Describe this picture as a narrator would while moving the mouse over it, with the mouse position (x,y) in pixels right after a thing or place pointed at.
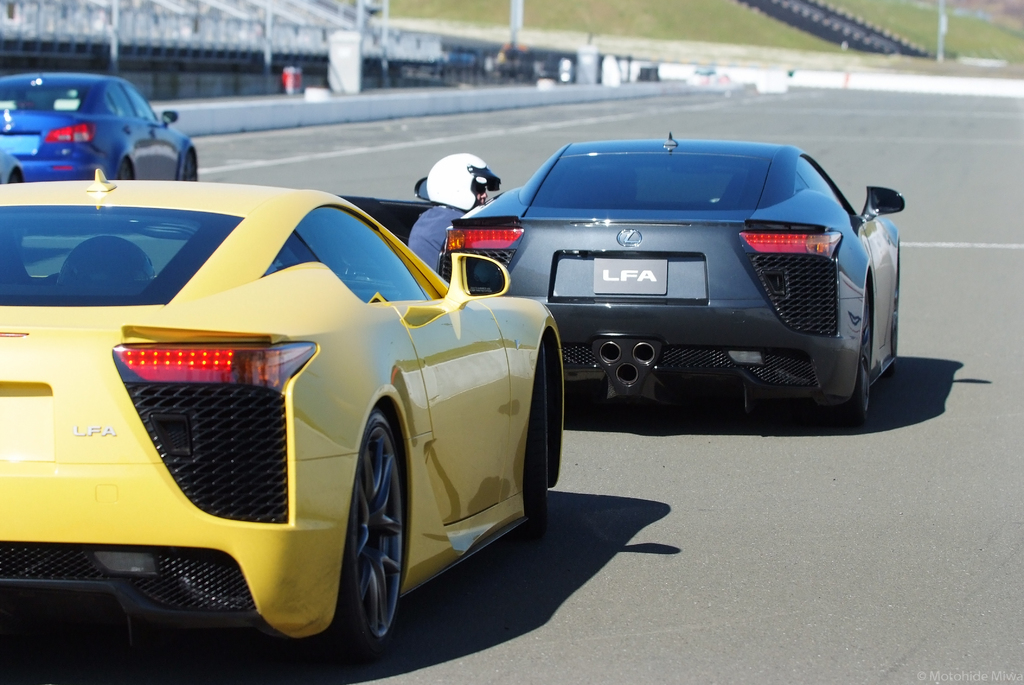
In this image, we can see some sports cars (73,94) on the road (944,463), in the background (673,37) there is green grass (724,23) on the ground (744,27) at some area.
